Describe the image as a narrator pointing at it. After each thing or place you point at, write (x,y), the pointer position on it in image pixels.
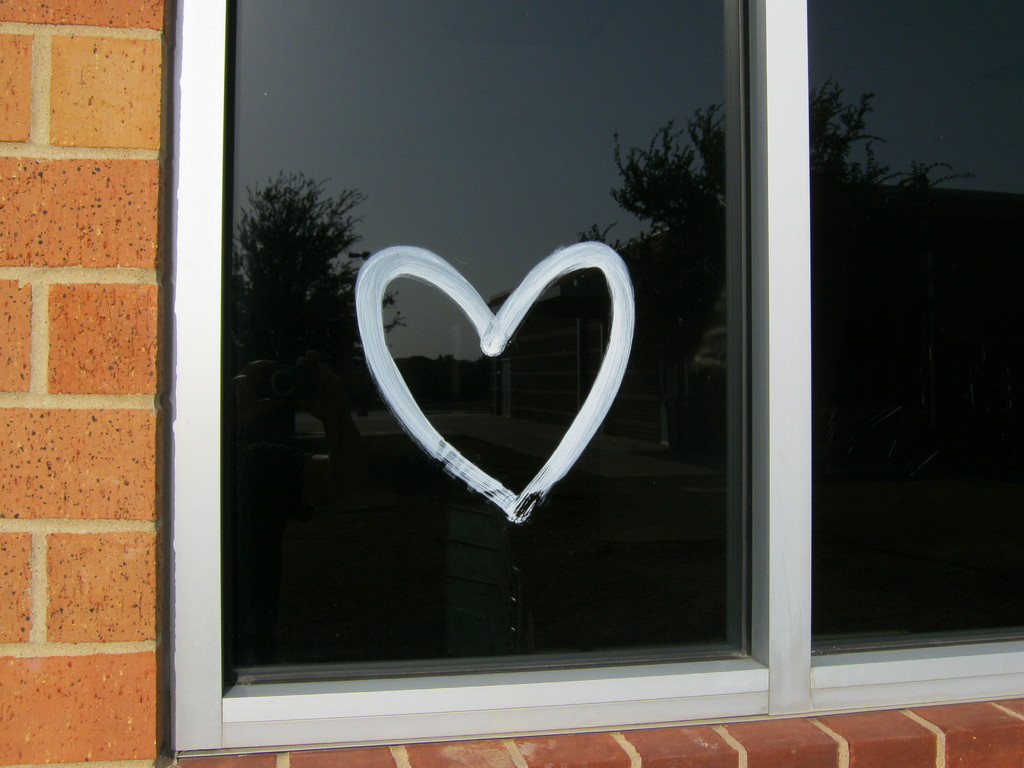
In this image in front (15,399) there is a wall (79,716) with the glass window (521,545) and we can see a heart symbol (532,284) on it.
